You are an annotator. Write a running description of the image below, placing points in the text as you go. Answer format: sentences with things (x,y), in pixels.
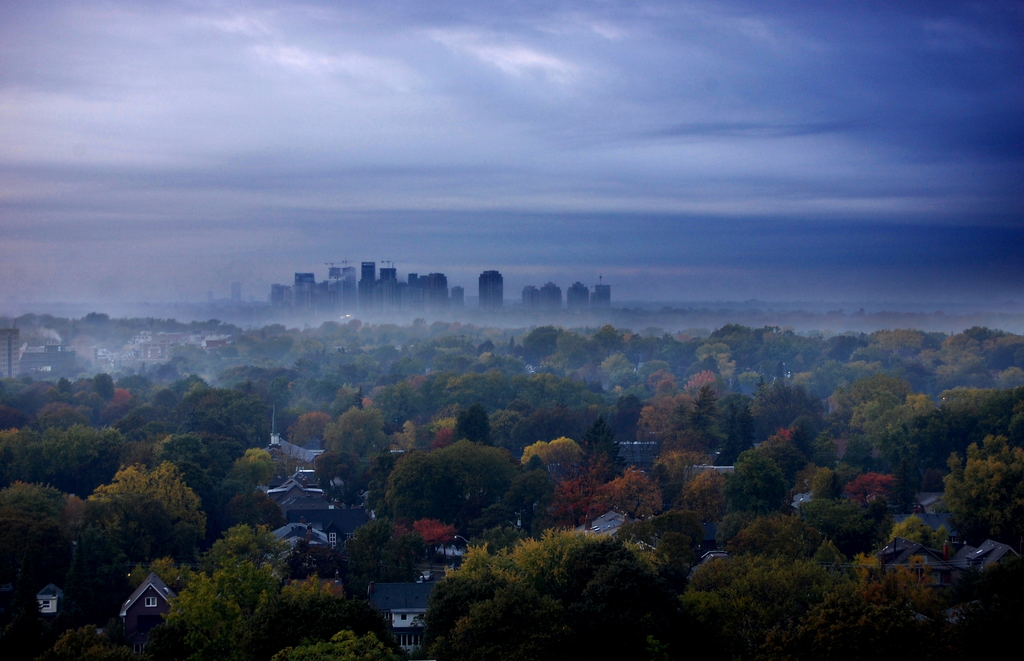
In the image we can see there are lot of trees (611,329) and buildings (407,643). Behind there are huge buildings (304,292) and there is a cloudy sky (501,115).
